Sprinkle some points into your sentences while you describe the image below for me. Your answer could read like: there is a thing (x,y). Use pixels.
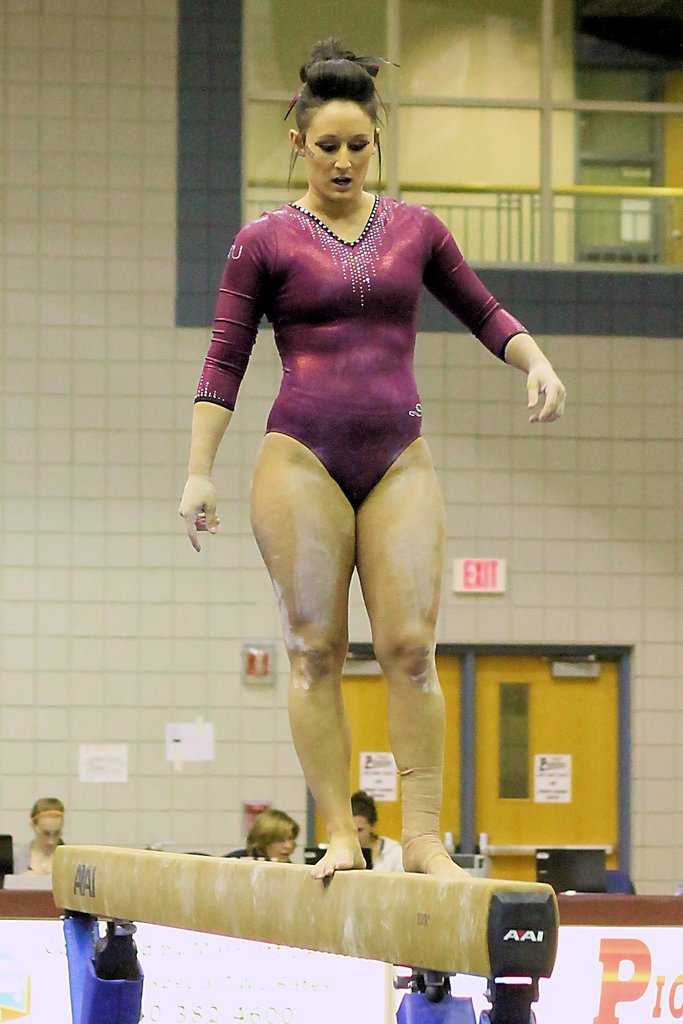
In this image we can see a woman (361,576) standing on the iron bar (391,895). In the background (249,719) we can see walls (135,551), people (39,830) sitting on the chairs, doors (356,730), papers (169,754) pasted on the walls (261,707), sign board (490,559) and desktops (576,874).
